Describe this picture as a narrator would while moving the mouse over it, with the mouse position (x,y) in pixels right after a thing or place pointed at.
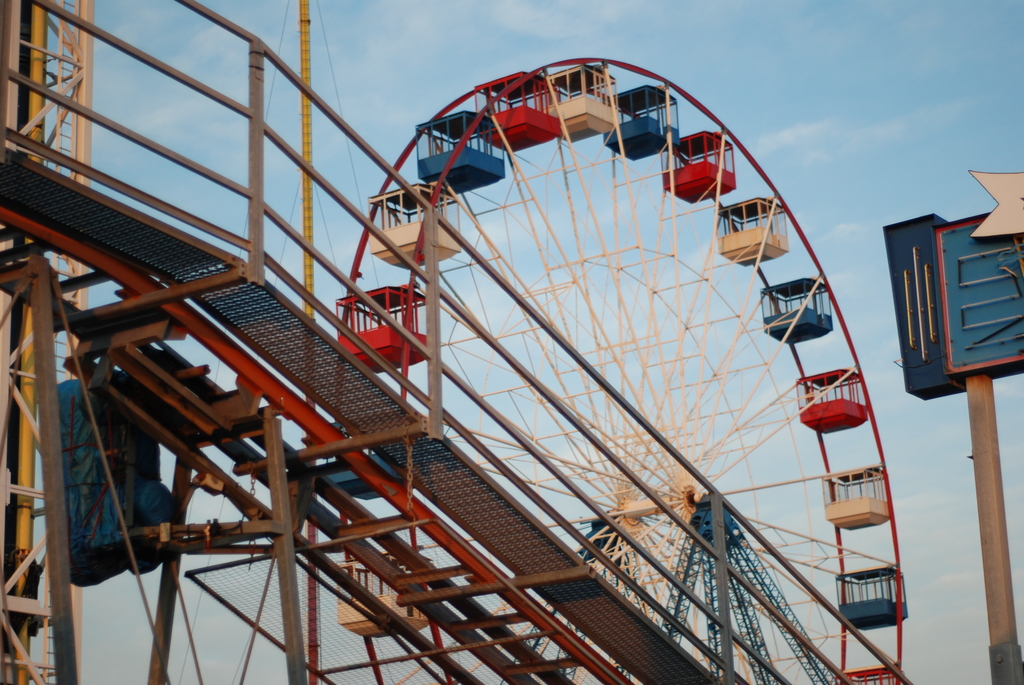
In this image I can see a giant wheel (515,377) and other objects (586,619). In the background (896,196) I can see the sky (900,201).
